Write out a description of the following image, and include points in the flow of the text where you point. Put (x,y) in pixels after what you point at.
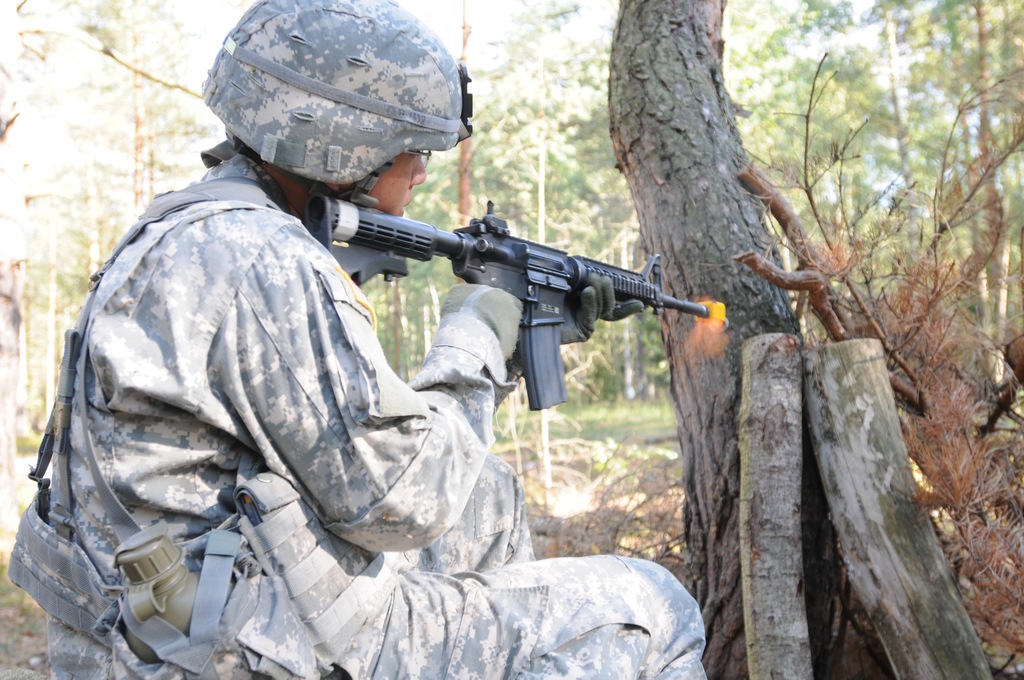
In this picture I can observe a person (167,341) on the left side (201,358). He is holding a black color gun (391,265) in his hand (494,319). The person (277,334) is wearing helmet (294,87) on his head (289,138). In the background (702,151) there are some trees (511,152).
